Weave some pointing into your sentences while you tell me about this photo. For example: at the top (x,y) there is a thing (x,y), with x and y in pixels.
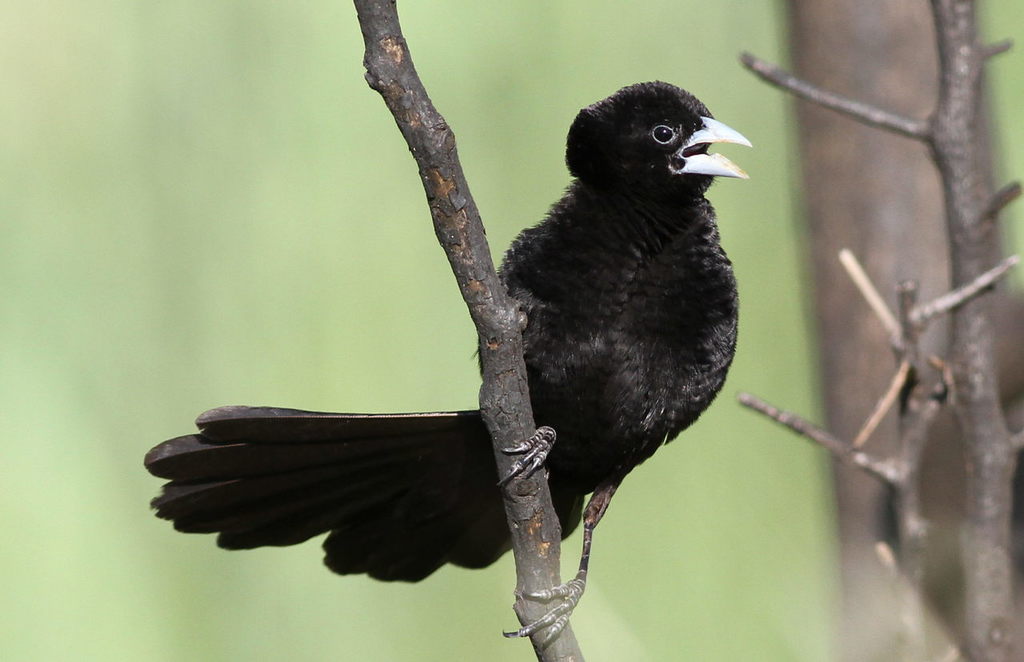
In this image there is a bird (550,320) on the branch (503,470) of the tree (826,314) and green color background (197,320).
